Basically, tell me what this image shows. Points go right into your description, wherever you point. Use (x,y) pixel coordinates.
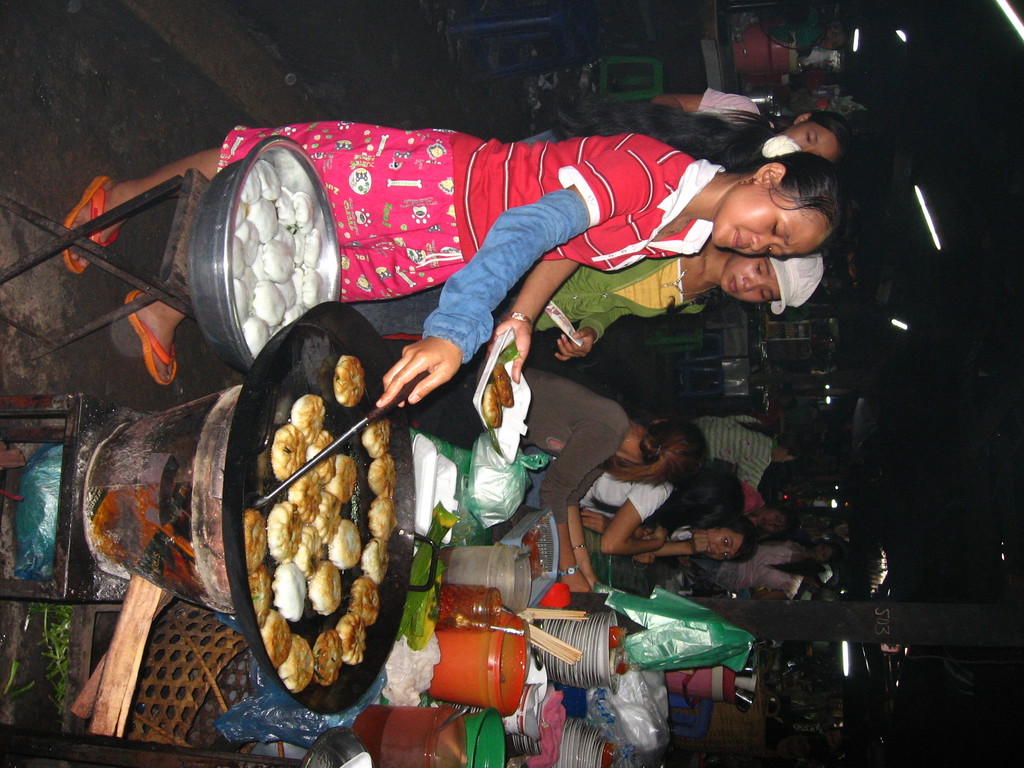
In this image there is a woman (764,181) holding a spoon (376,413) and cooking the food (320,582) which is in the pan (247,571). Pan (242,587) is on the stove (100,549). Beside woman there is a table (186,275) having a bowl (214,276) which is having food (258,265) in it. Few persons (630,536) are sitting before a table (521,625) having few bottles (499,640), plates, jars (472,729) and few objects (526,702) on it. There are few lights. Behind the persons (760,149) there are few stalls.
